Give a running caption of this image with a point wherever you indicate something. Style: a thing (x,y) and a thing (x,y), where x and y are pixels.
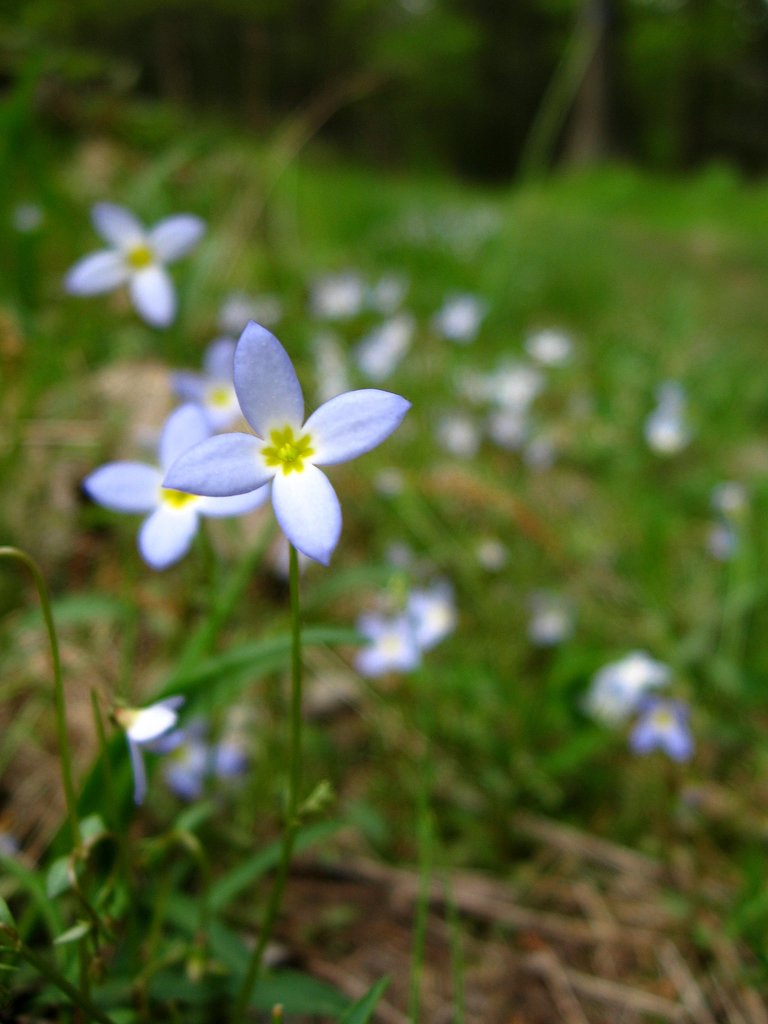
In the image there is a white flower (274,469) to the green stem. In the background (271,552) there are flowers (396,624) with plants (565,630).
